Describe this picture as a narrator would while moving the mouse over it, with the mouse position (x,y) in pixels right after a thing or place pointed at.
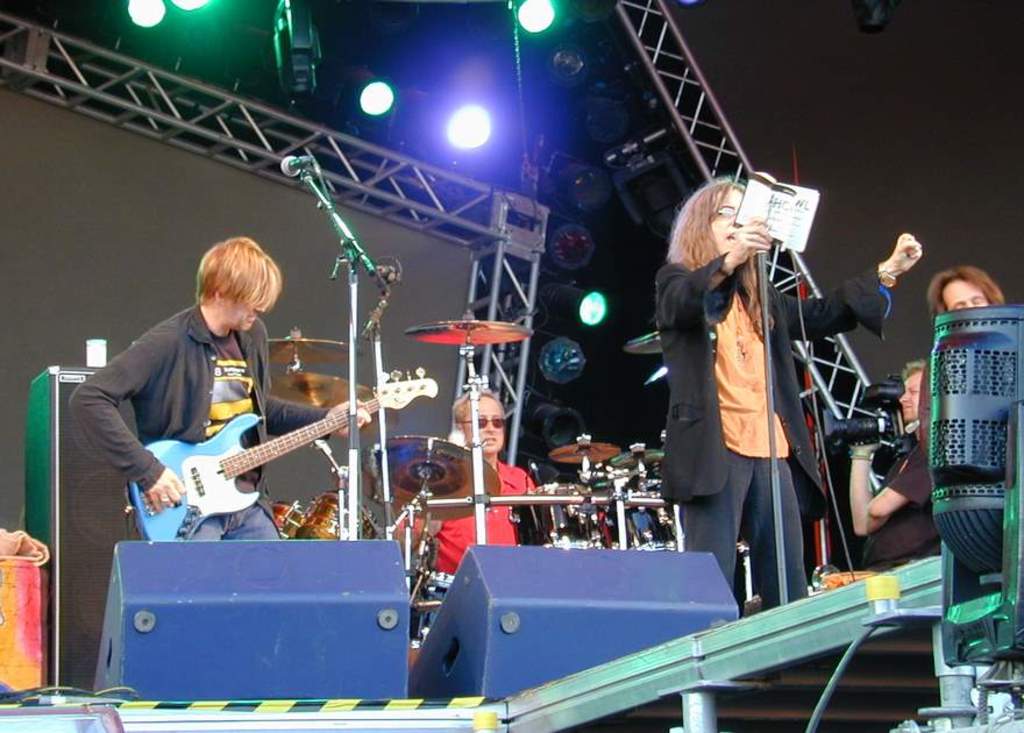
As we can see in the image there are lights (483,130), few people (193,390) over here. The man (194,404) on the left side (220,449) is holding guitar (180,461) and in front of him there is a mic (294,167). The man (459,529) who is sitting here is playing musical drums (422,462) and the women (734,258) over is holding book (783,229) and singing a song and the man (920,488) on the right side (914,373) is sitting and holding camera (839,431).
